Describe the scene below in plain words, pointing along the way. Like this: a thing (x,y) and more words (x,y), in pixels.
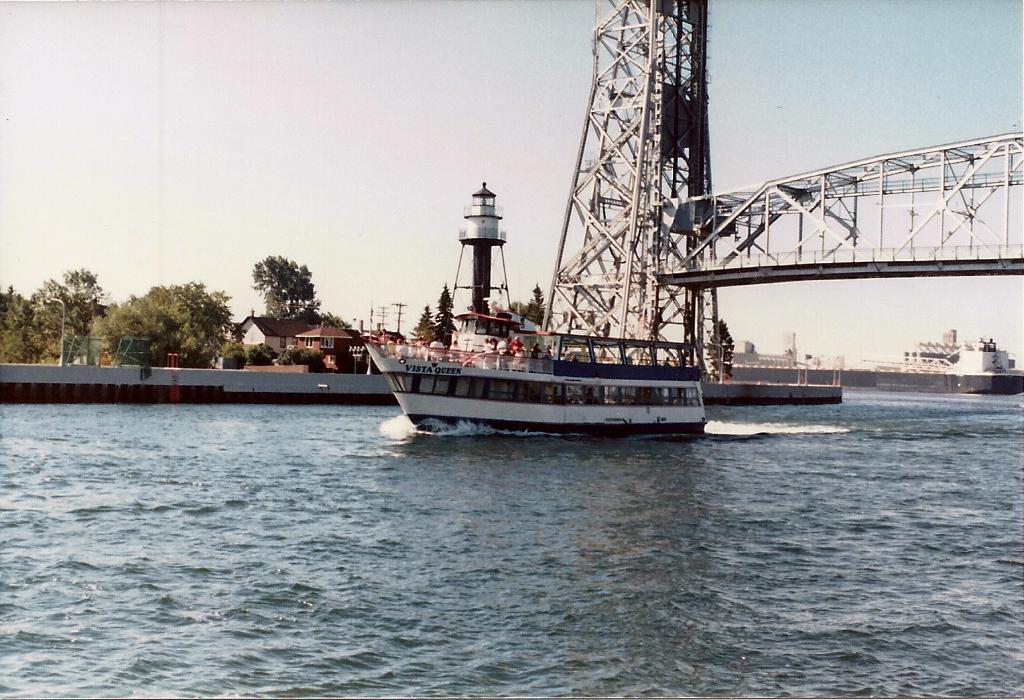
In the center of the image (501,341) there is a ship (483,350). At the bottom of the image (376,534) there is water (462,517). In the background of the image (199,344) there are trees (205,302). There is a bridge (719,217). There is a tower (617,257). At the top of the image (332,68) there is sky (363,46). To the right side of the image (856,380) there is another ship (875,382).
